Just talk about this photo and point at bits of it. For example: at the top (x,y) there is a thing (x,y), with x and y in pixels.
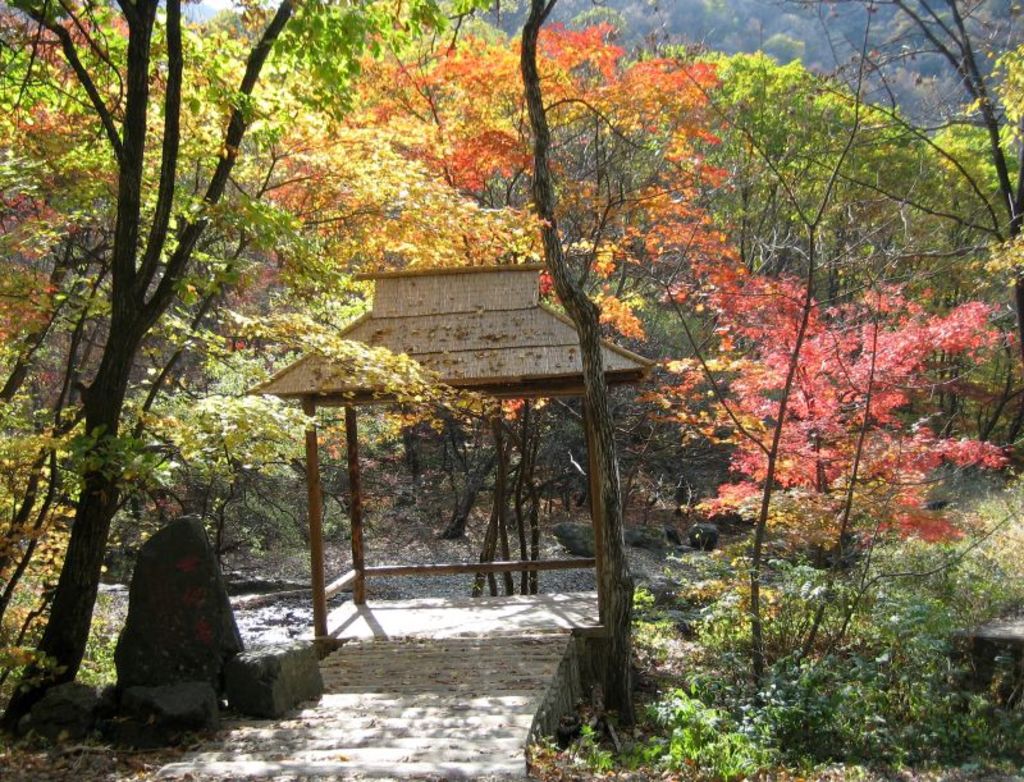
In the picture we can see a wooden shelter (366,334) with some wooden poles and around it we can see the trees (225,542) and some rocks (71,696) near the trees (143,538).
